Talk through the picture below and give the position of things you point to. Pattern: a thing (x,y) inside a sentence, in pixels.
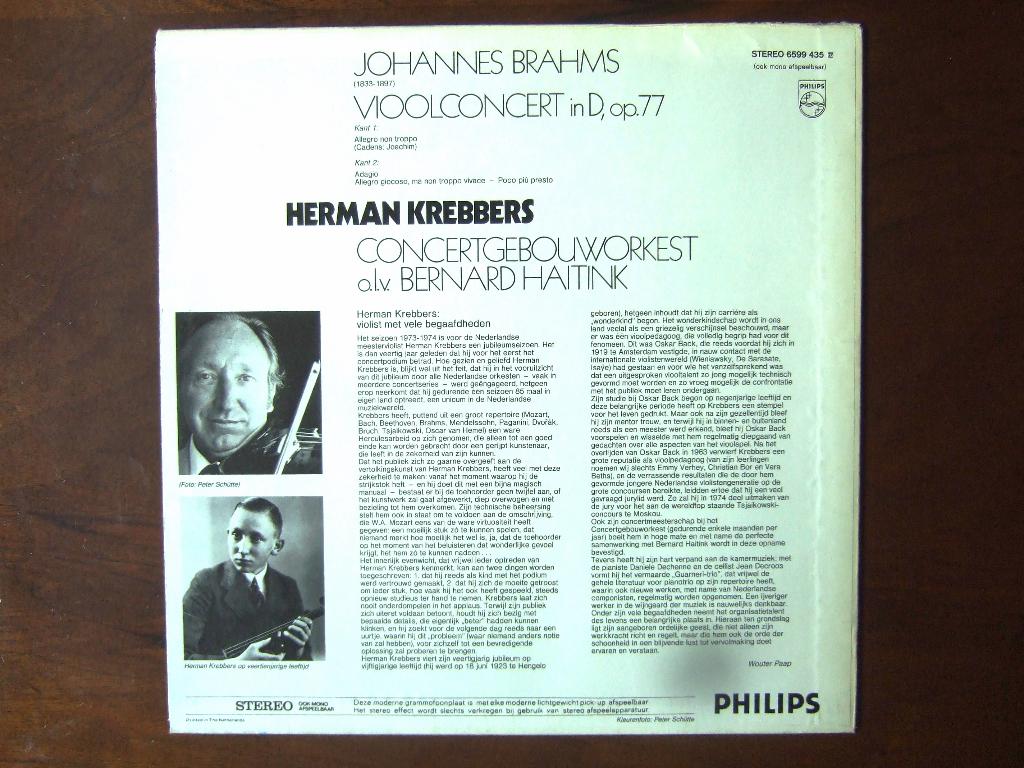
In this image we can see a poster (499,276) with text (496,357) and images (312,590) on the table (7,456).
